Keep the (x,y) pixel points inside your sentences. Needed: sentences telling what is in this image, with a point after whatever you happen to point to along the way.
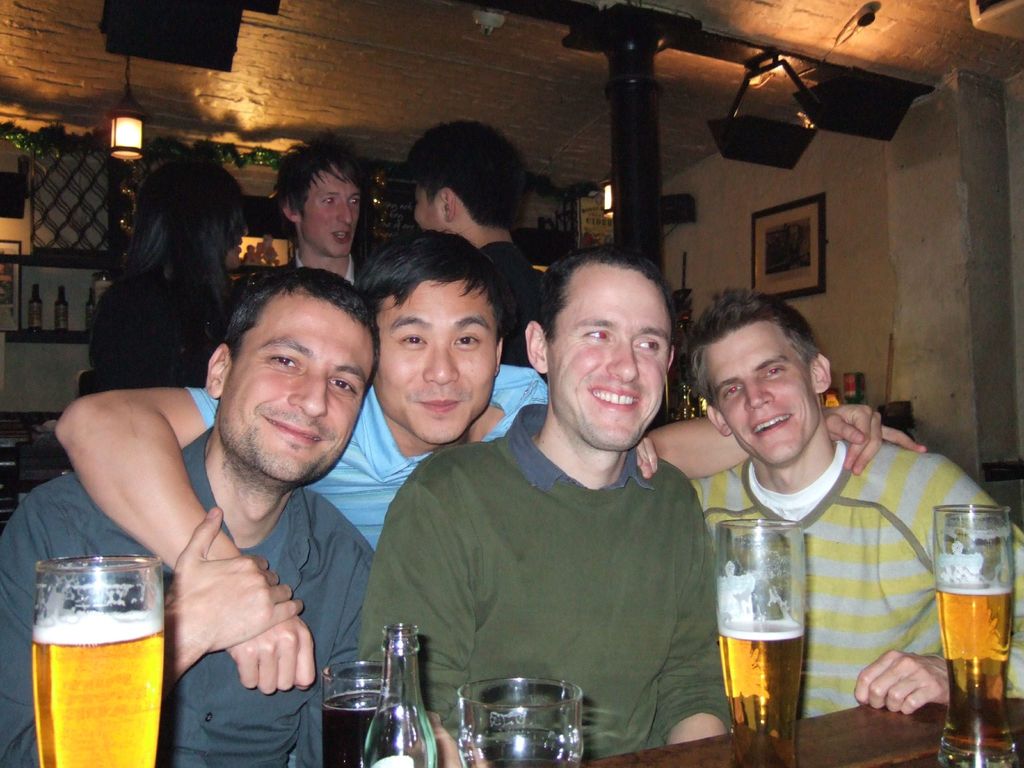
In this image there are a few people (501,486) sitting and smiling, in front of them there is a table (826,745). On the table (836,718) there are three glasses (765,677) of beer (758,691), bottle (419,722) and other two glasses (525,719), behind them there are a few people (313,233) standing. At the top (454,65) there is a ceiling (716,116). In the background (41,263) there are bottles (39,306) arranged on a rack (33,335) and on the other side there is a frame (755,260) hanging on the wall (877,334).
